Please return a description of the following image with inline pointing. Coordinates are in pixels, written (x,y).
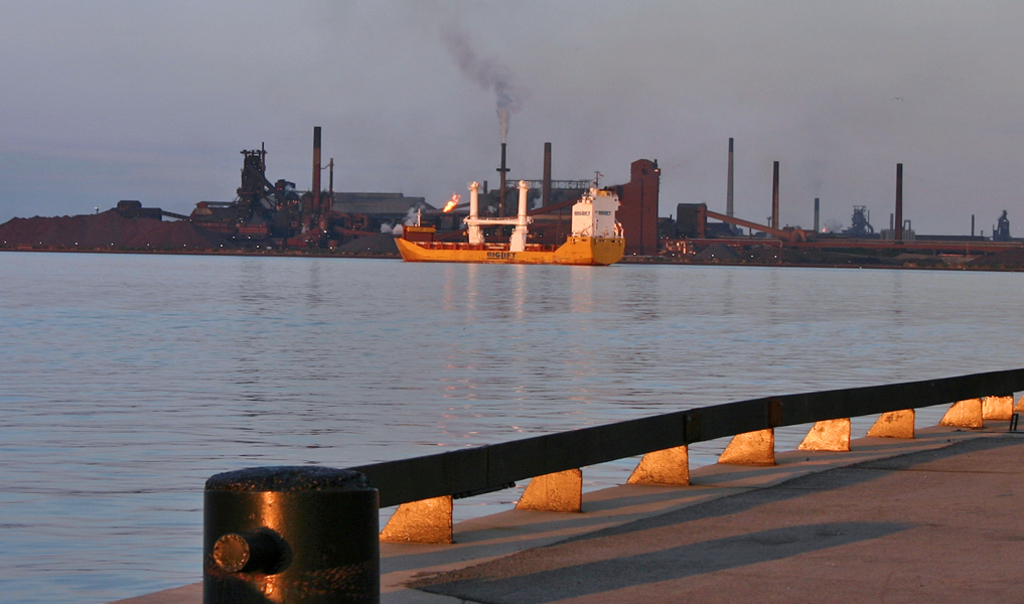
In this image, we can see a boat (534,255) on the water (503,379) and in the background (869,218), there are buildings (275,202), poles (817,213) and we can see a railing (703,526).
